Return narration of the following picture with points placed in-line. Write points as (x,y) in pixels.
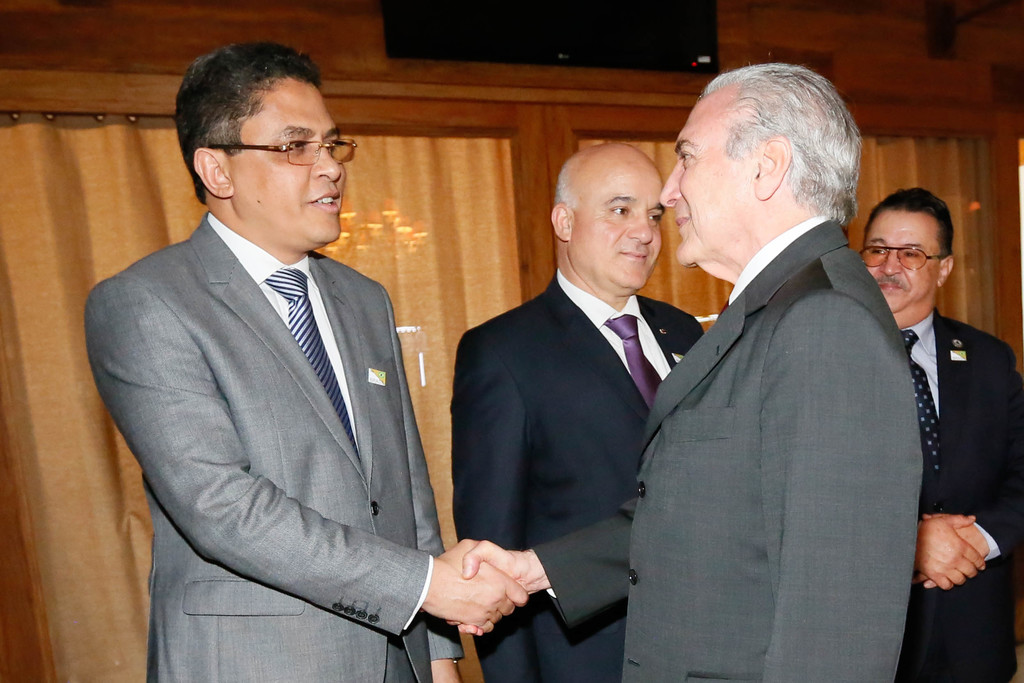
In the foreground of this image (721,560), there are two men (505,556) shaking hands (505,556) and in the background (590,372), there are two men (952,380) standing. Behind them, there is glass window (427,231), curtain (405,149) and the wooden wall (378,27) and the monitor (588,40) on the top (508,19).
